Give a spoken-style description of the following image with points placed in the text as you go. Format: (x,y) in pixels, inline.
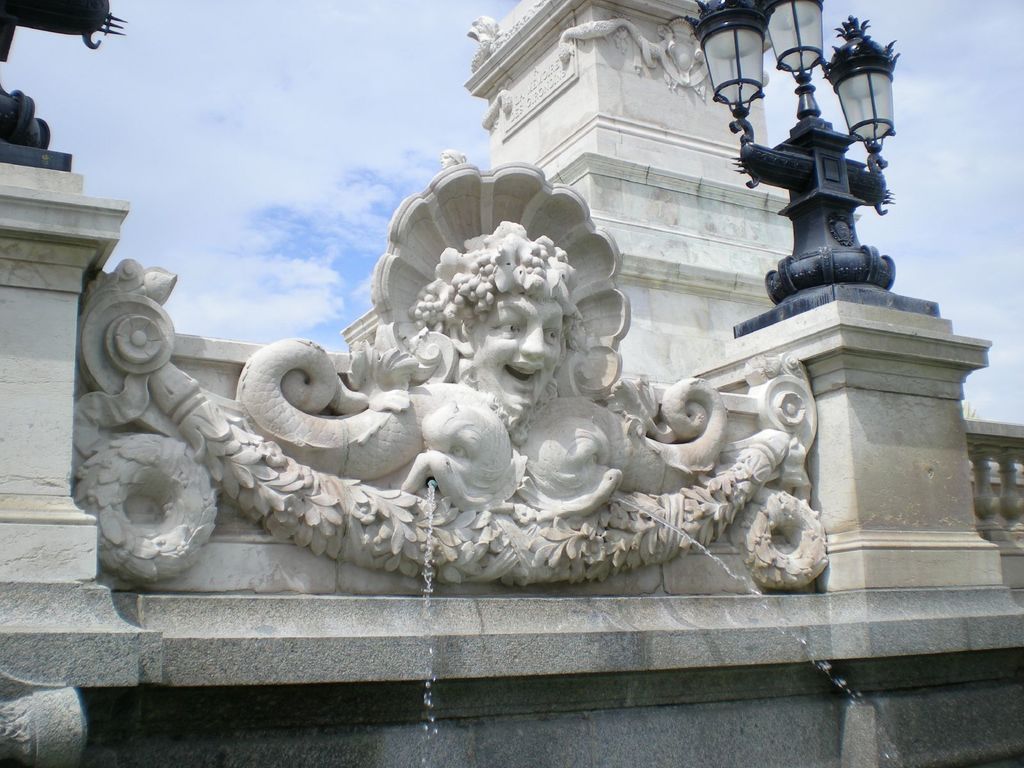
In this image we can see a sculpture (505,519) on the fountain (548,611). In the background (679,150) there is a pillar (705,132) and we can see lights (707,59). There is sky (111,45).
